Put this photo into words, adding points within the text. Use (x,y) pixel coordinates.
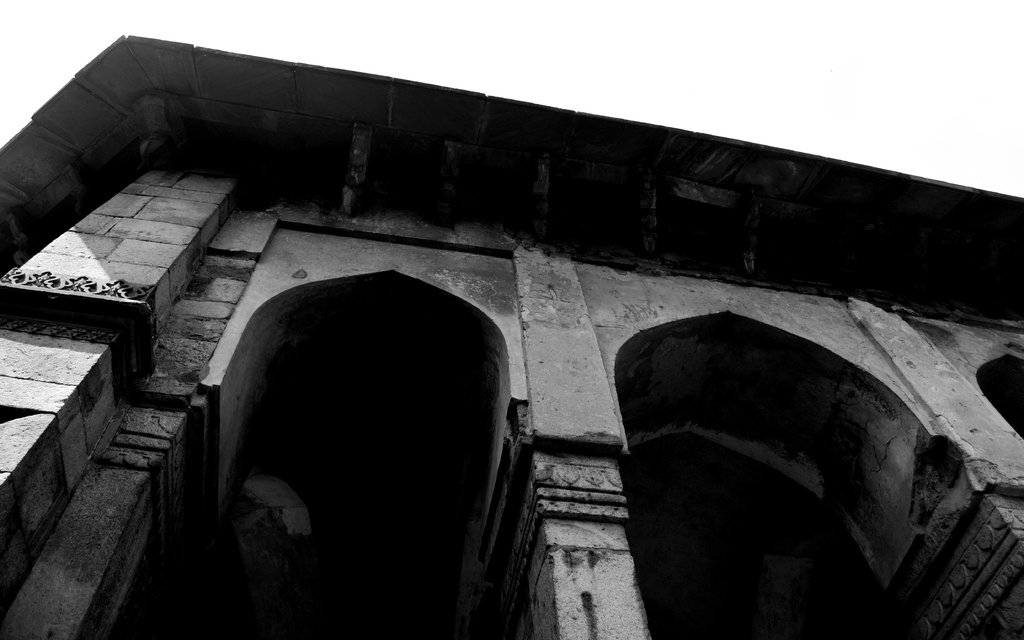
This is a black and white image where we can see a monument (727,339) and the sky (705,87).
